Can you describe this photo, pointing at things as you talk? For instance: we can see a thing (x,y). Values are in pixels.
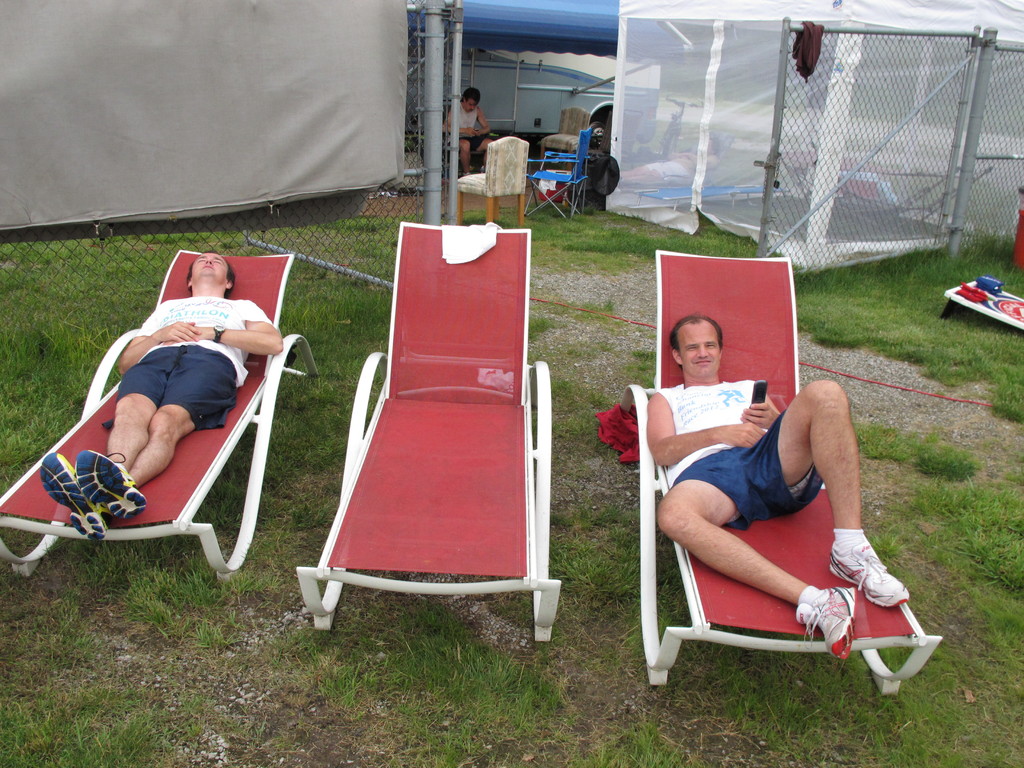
In this image there are three persons (711,418). At the left side (203,355) the man (201,352) is laying on the bench (220,442). In the center (440,383) there is the bench (456,391) which is red in colour is empty. The right side (718,407) the man (721,465) is laying on the bench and is having smile on his face (702,348) is holding mobile (758,396) in his hand (745,414). In the background (482,138) the person (468,122) is sitting and there are empty chairs (552,156). At the left side (194,104) there is a white colour curtain (231,86). At the right side (723,89) there is a net (713,108) and fence (899,134). On the ground (925,339) there is grass (915,333).
